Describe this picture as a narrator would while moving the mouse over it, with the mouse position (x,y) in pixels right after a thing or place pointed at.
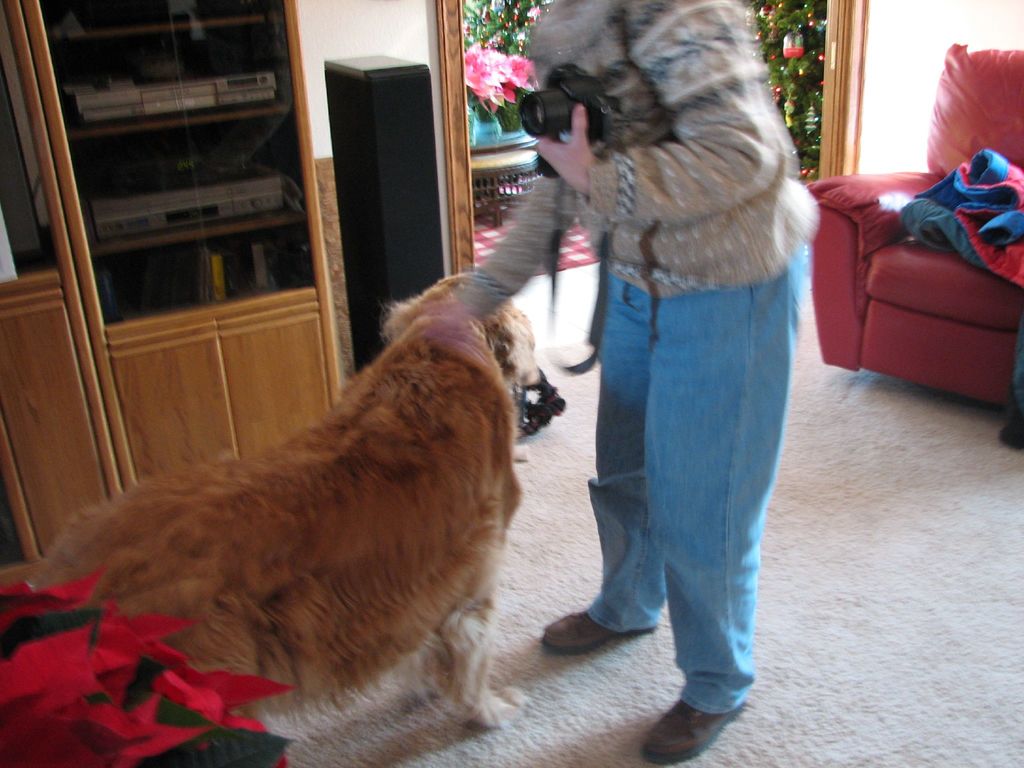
In this picture there is a woman (638,293) standing holding a camera (566,129) in her hand (578,116). There is a dog (285,495) in front of her. Behind the dog (220,491) there is a cupboard (191,356), speaker (355,220). In the right side (872,246) there is a sofa (951,268). In the background (788,62) there are some trees (773,70).
